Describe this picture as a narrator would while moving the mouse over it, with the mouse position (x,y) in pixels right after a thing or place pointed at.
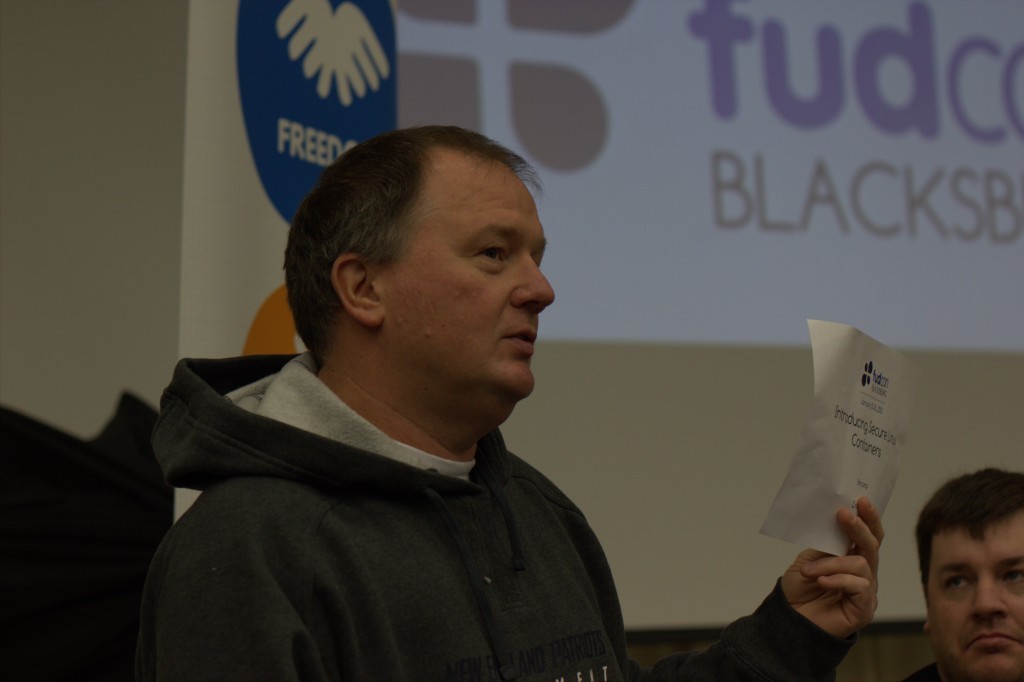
In this picture there is a man (842,636) in the center of the image (459,312), by holding a paper (828,506) in his hand (835,587) and there is another man (950,593) in the bottom right side of the image (952,613), it seems to be there is a projector screen (625,87) in the background area of the image (636,87).
